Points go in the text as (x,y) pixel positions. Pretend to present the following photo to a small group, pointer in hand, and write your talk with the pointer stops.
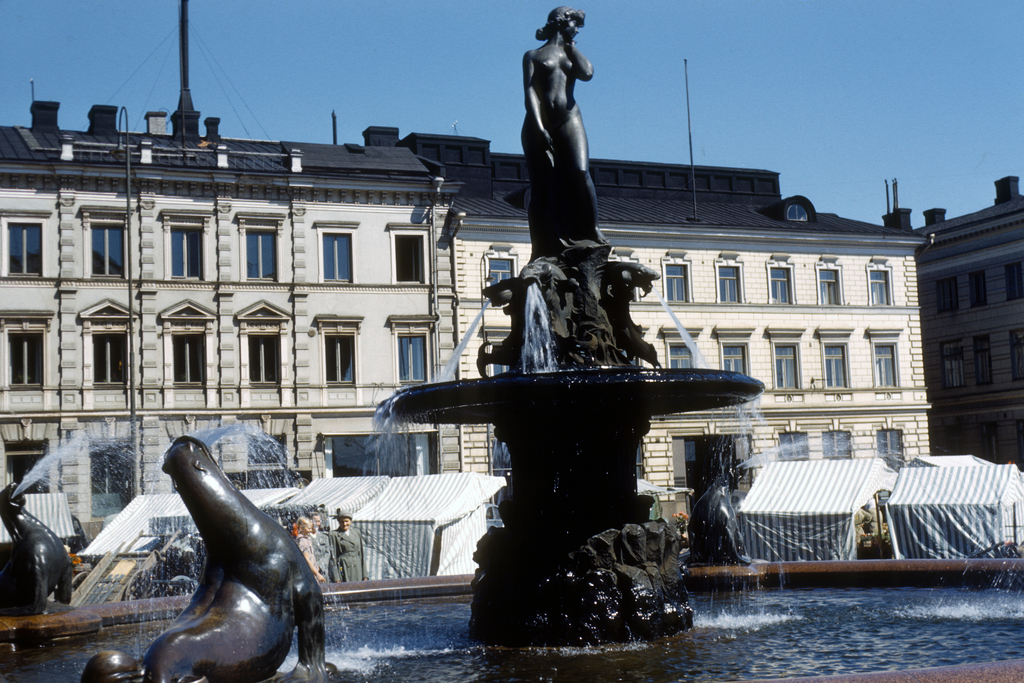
This picture is clicked outside. In the foreground (794,651) we can see the sculpture (544,163) of a person (547,64) and some other sculptures (182,468) and there is a water body (376,614) and we can see the waterfall (238,447). In the background (822,476) we can see the tents (366,480), group of persons (347,544), buildings (374,248) and the sky (630,36).
